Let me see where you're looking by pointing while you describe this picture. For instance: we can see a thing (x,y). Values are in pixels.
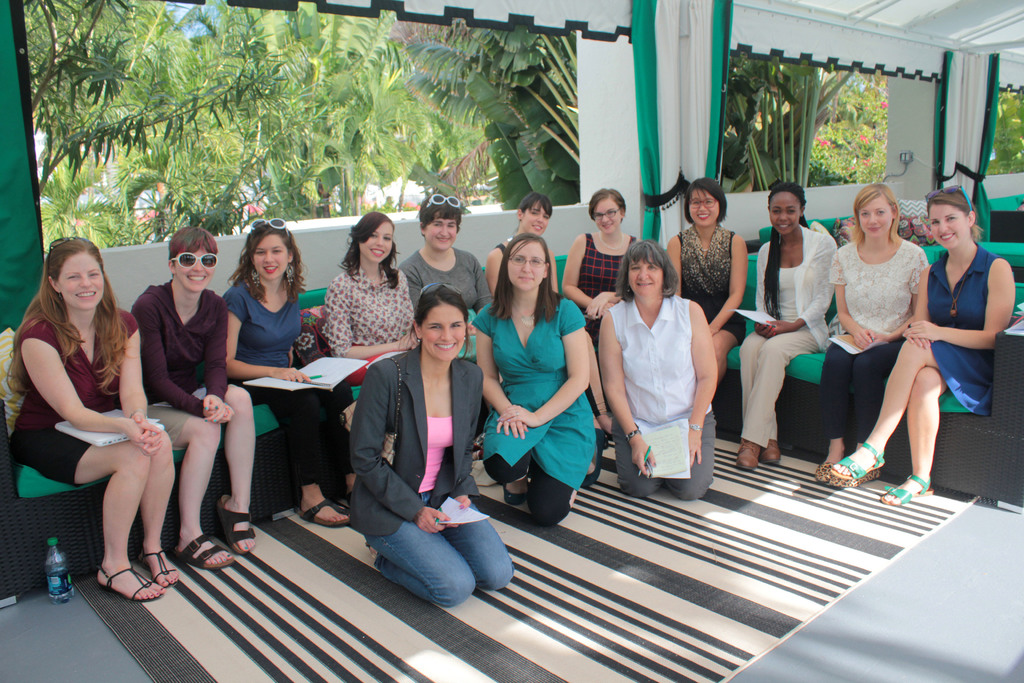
In the middle (344,278) I can see a group of women's (431,429) are sitting on the sofa (52,505) and on the floor (540,560). In the background (727,116) I can see trees (304,172), wall (631,56), curtains (654,73) and a fence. This image is taken during a day.
